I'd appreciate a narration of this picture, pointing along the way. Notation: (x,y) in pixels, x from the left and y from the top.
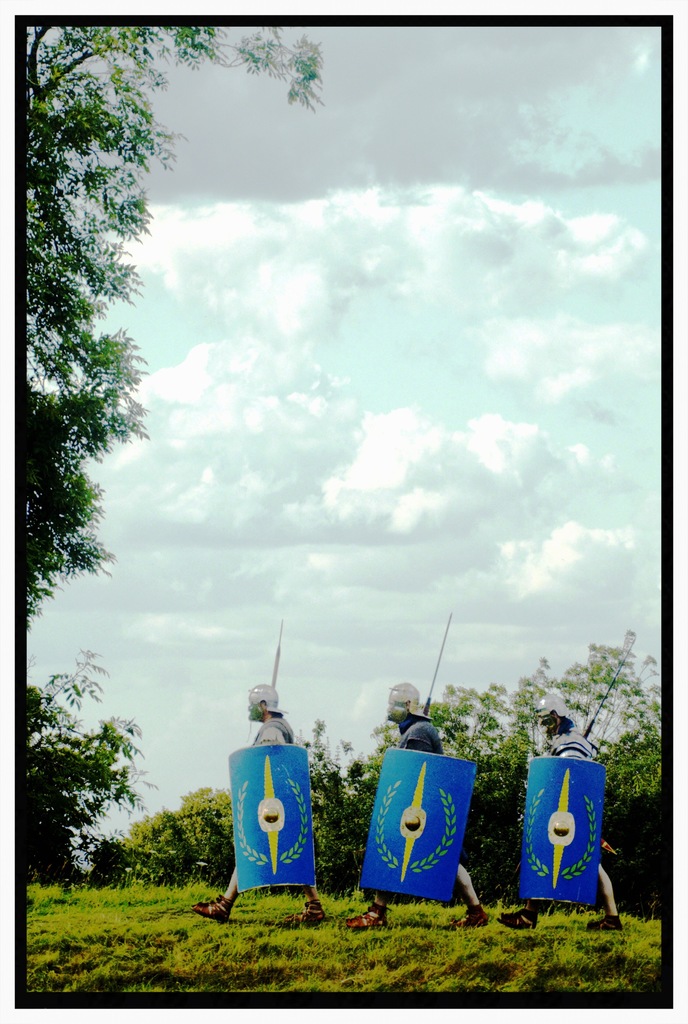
In this image there is the sky (387,244) towards the top of the image (420,207), there are clouds (335,413) in the sky (312,388), there are trees (63,277) towards the left of the image (63,395), there are trees (616,744) towards the right of the image (478,750), there is grass (326,954) towards the bottom of the image (348,956), there are three men (552,828) walking, they are holding an object (393,804).
